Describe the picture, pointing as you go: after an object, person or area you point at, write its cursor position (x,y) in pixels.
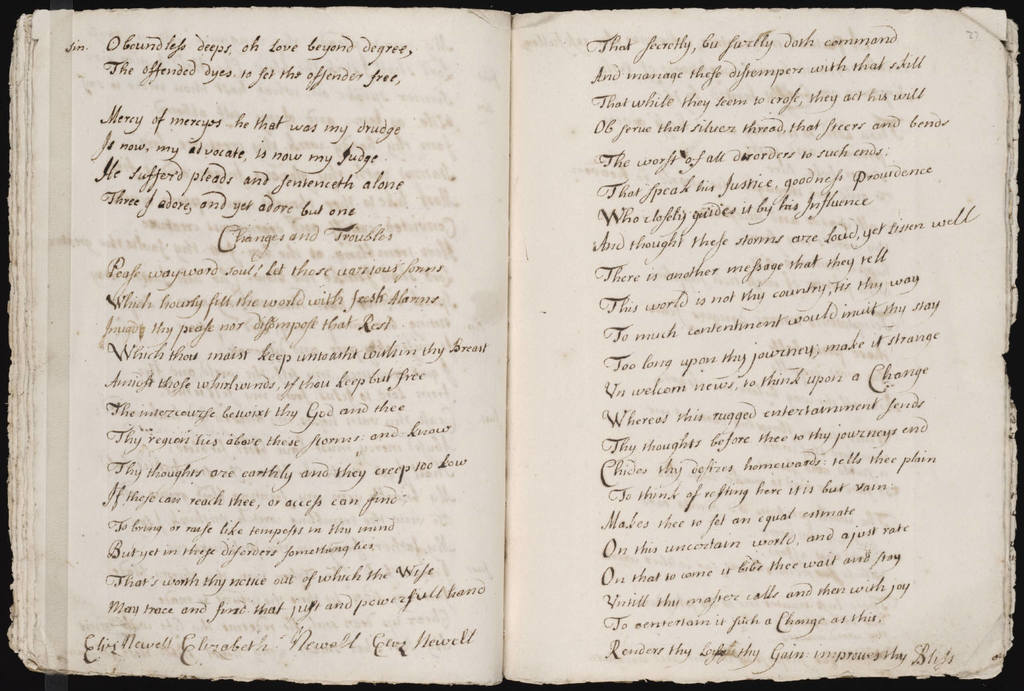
It is a close picture of a book (491,538). Black color text lines (278,271) and black borders (950,687) are visible in this image.
